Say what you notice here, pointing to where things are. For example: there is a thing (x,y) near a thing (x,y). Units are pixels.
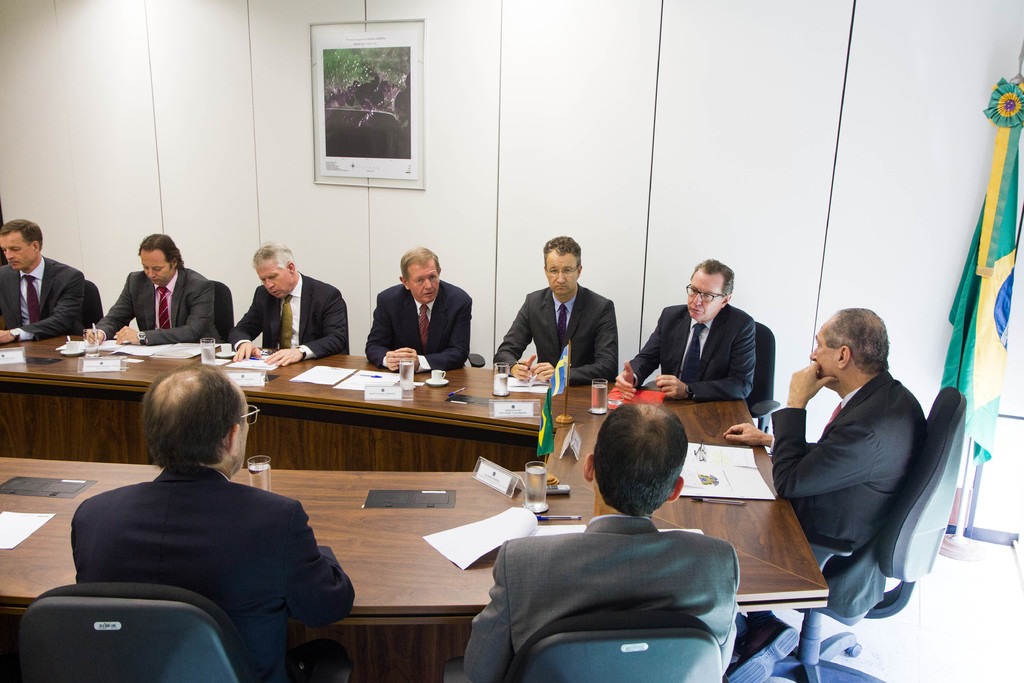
There are group of persons (390,322) wearing suits (718,367) and seating in front of a table (506,505) which has some papers (554,527), glass of water (531,479) and two flags (548,416) on it.
